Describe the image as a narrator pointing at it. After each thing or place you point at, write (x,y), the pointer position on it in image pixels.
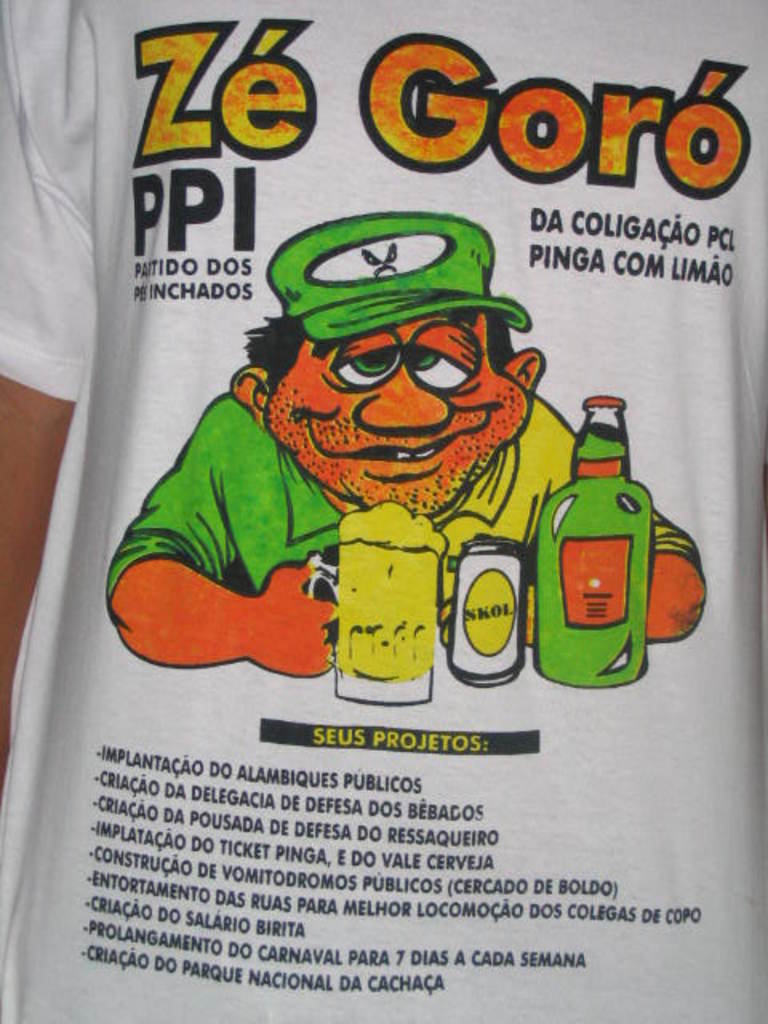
In this image we can see a person (7,404). A person (358,593) is wearing a white T-shirt (432,594) on which some cartoon (398,525) and text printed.
